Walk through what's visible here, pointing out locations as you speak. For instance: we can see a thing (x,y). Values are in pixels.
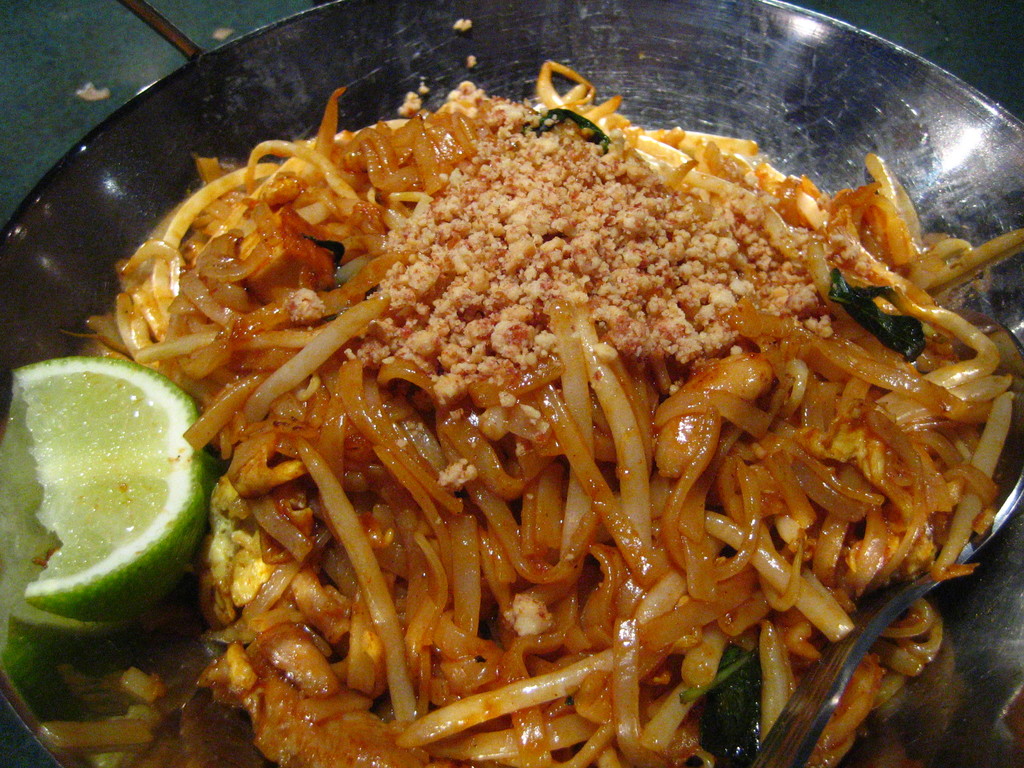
In this image, we can see food (444,553), lime slice (108,547) and spoon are on the silver bowl (660,107).
